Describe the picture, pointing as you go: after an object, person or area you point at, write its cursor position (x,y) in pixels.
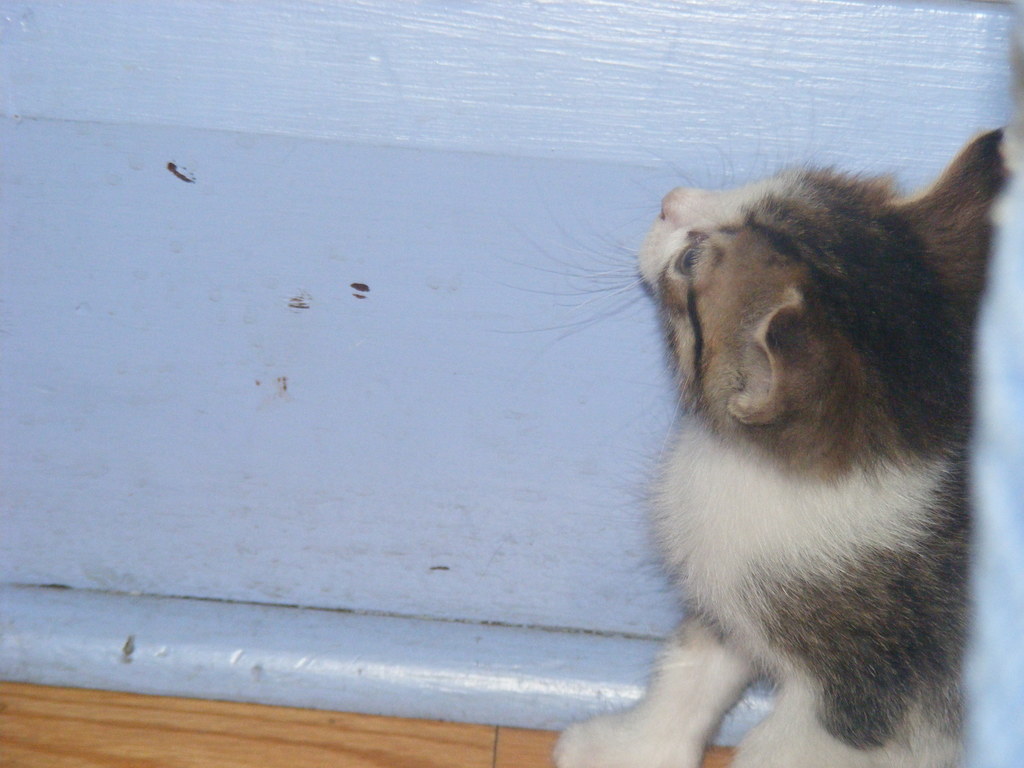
In this image we can see a cat (802,429). In the background (600,161) there is a wall (466,304).
